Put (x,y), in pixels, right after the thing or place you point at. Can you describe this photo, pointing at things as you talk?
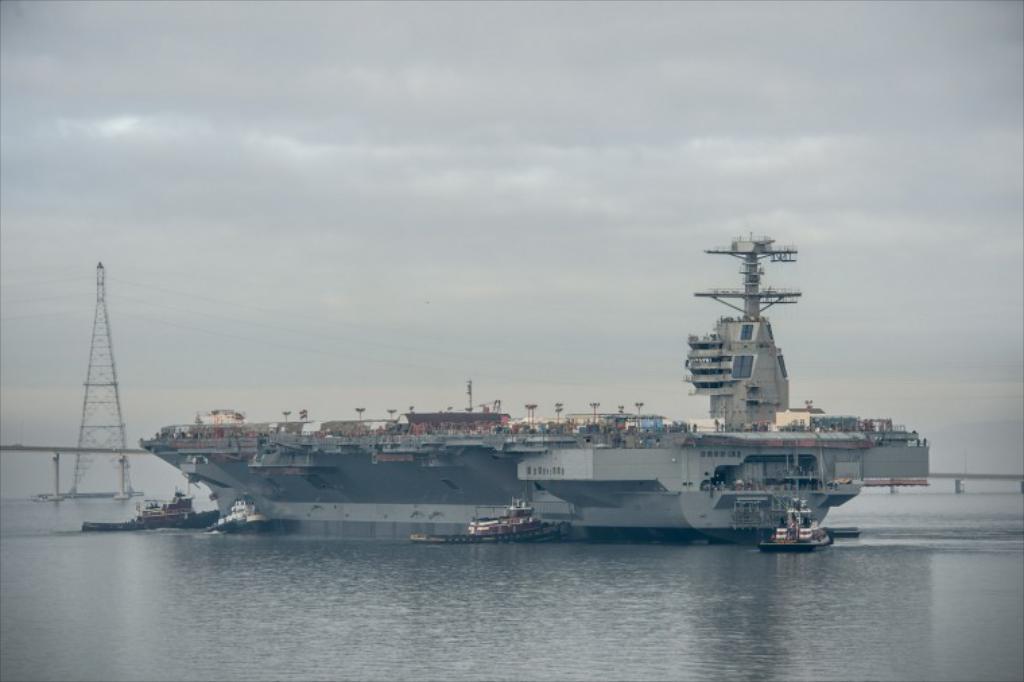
We can see ship (284,442) and boat (174,504) above the water (530,637). We can see tower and wires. In the background (502,337) we can see sky (550,54) with clouds (550,54).
